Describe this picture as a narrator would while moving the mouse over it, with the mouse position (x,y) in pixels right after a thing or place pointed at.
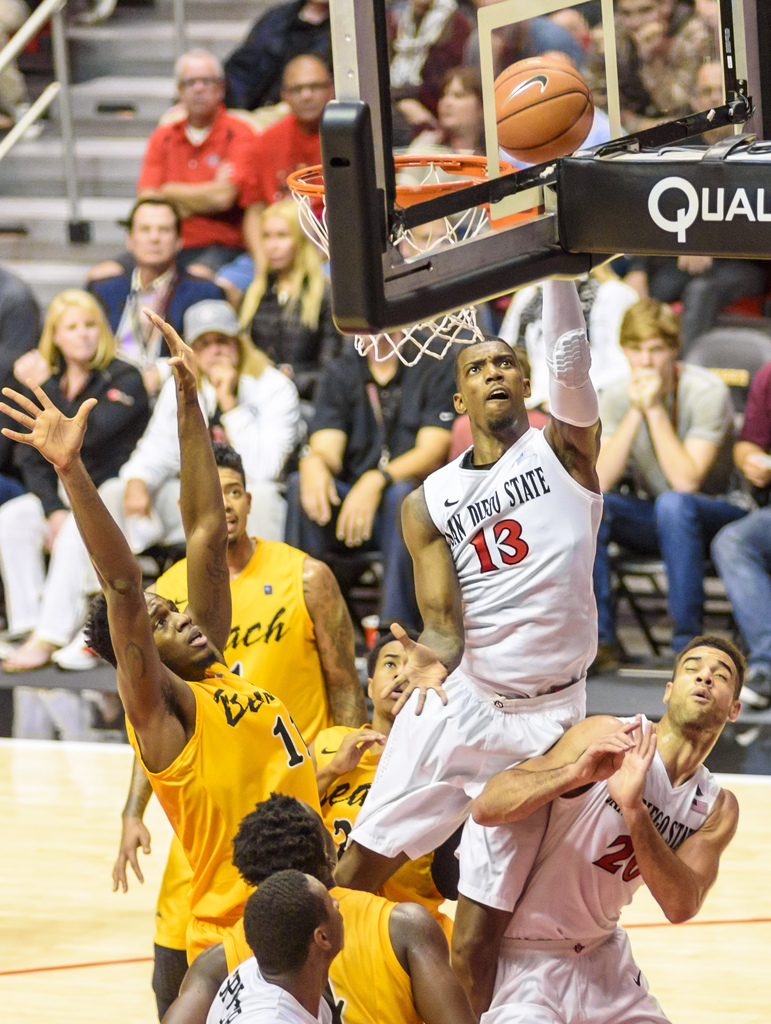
As we can see in the image there are few people (269,961) here and there, stairs (204,1), net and wall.
